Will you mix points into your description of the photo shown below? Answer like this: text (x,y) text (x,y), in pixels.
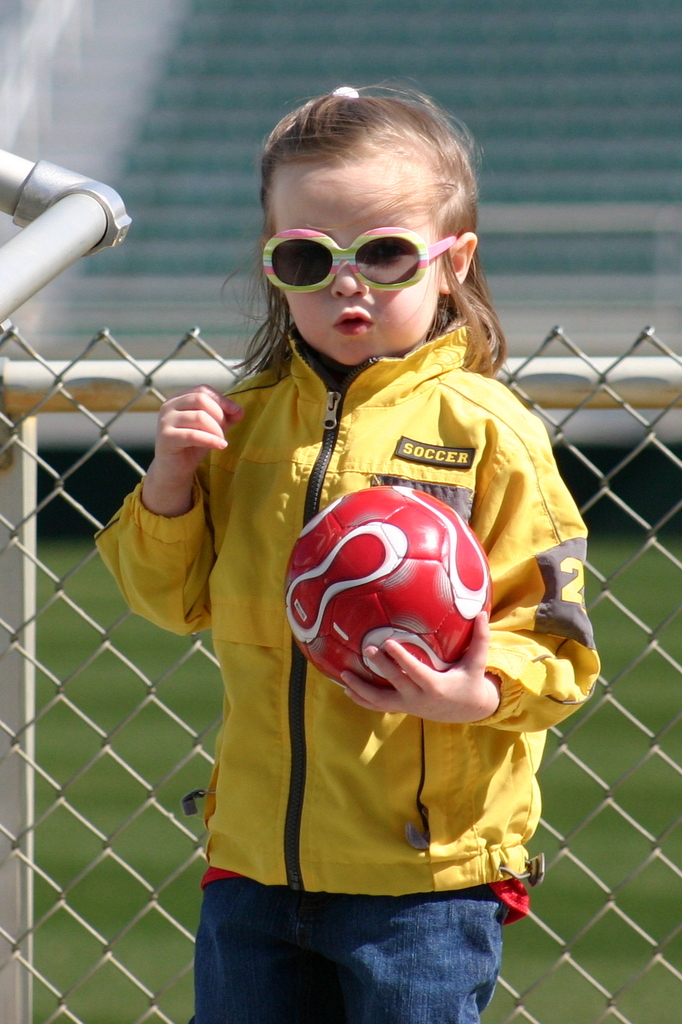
On the background (406,86) we can see stairs (447,100). Here we can see a girl (520,565) wearing a yellow colour jacket (507,607) and holding a ball (368,588) in her hand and she wore goggles (358,257). Behind to her there is a net mesh (110,506).
